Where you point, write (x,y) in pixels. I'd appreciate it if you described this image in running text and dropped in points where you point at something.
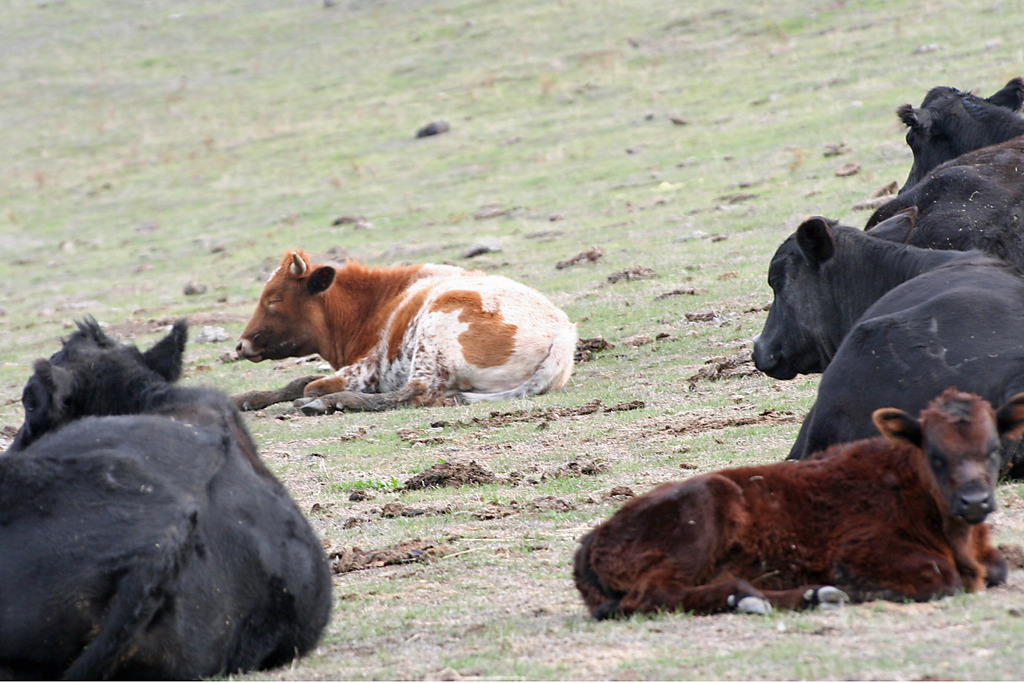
In the image we can see there are cows (861,416) sitting on the ground (300,452), the ground (312,438) is covered with grass (582,277).
